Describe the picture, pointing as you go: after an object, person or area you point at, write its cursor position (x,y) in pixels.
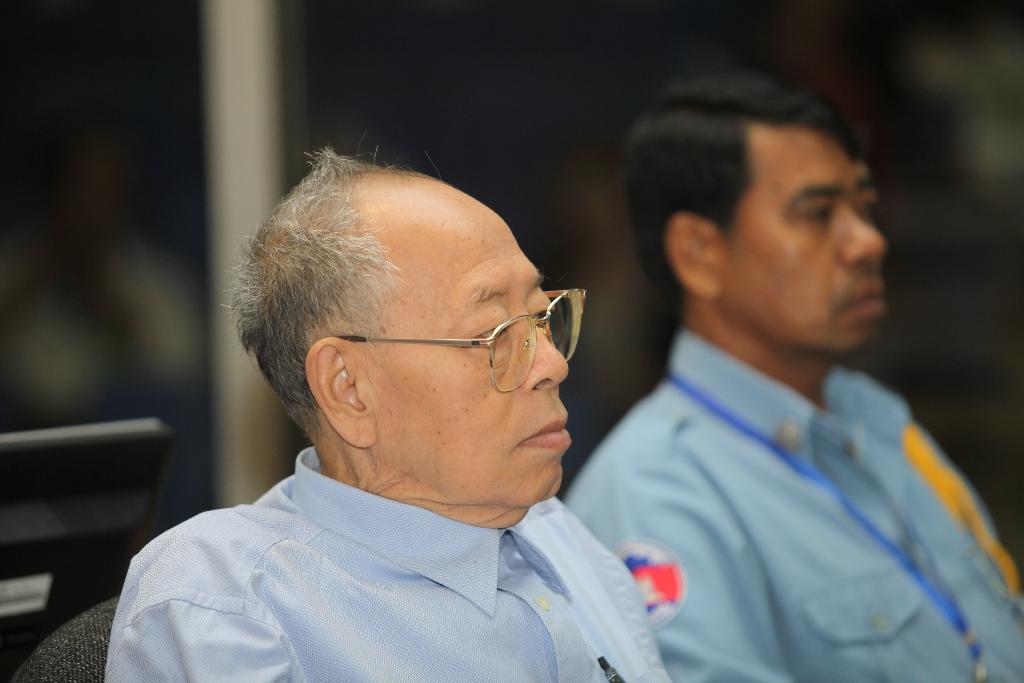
In the foreground of this picture (474,487) we can see a man (404,408) wearing a shirt (394,587), spectacles (510,334) and sitting on the chair (87,645). On the right (885,491) there is a person (792,313) wearing shirt (784,519) and seems to be sitting. In the background (256,93) we can see a metal rod (240,382) and some other objects (74,440). The background of the image (121,159) is blurry.
